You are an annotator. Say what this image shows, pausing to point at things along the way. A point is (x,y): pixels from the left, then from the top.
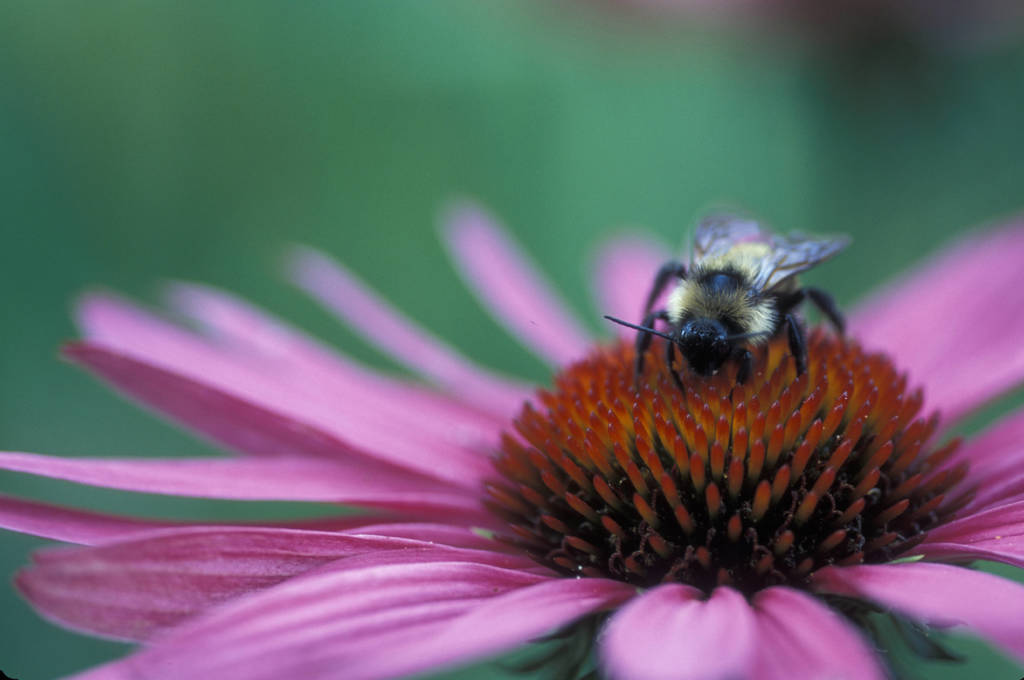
There is a bee (730,301) on a pink flower (508,521).
